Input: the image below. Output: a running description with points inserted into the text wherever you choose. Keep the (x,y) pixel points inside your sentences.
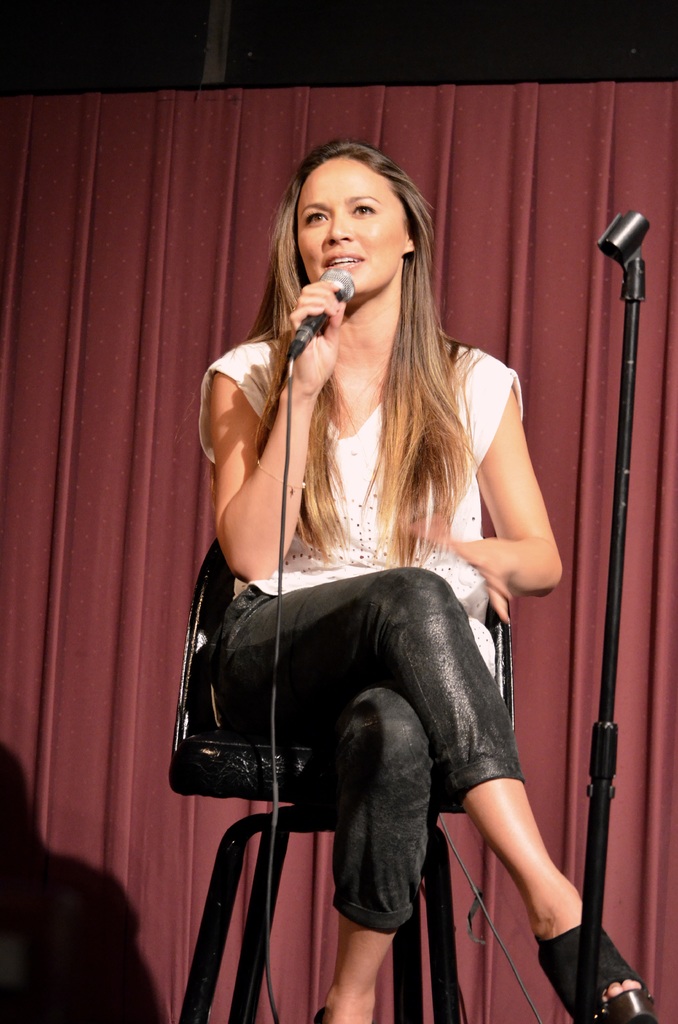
Here is a girl (457,626) who is sitting on the chair (213,598) and holding a mike (346,294).
